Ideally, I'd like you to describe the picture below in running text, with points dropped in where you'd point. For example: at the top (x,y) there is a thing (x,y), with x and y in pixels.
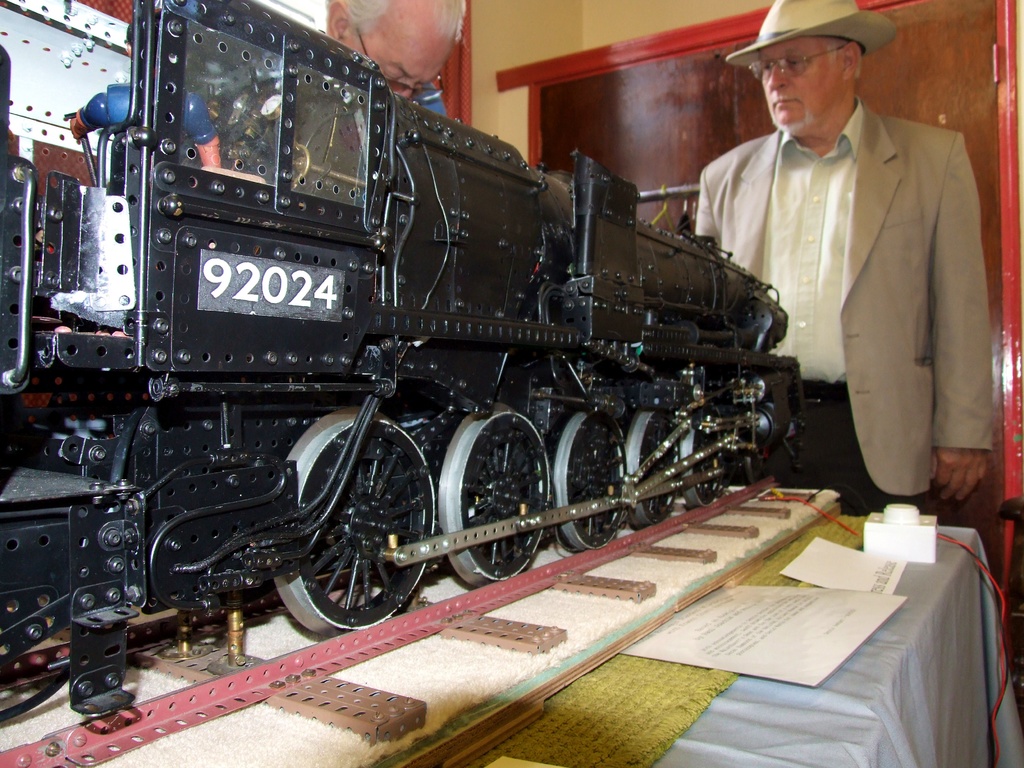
At the bottom of the image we can see a table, on the table (735,698) we can see some papers (879,576) and locomotive toy (268,528). Behind the table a person (836,394) is standing and watching. Behind him we can see a wall (486,83).
